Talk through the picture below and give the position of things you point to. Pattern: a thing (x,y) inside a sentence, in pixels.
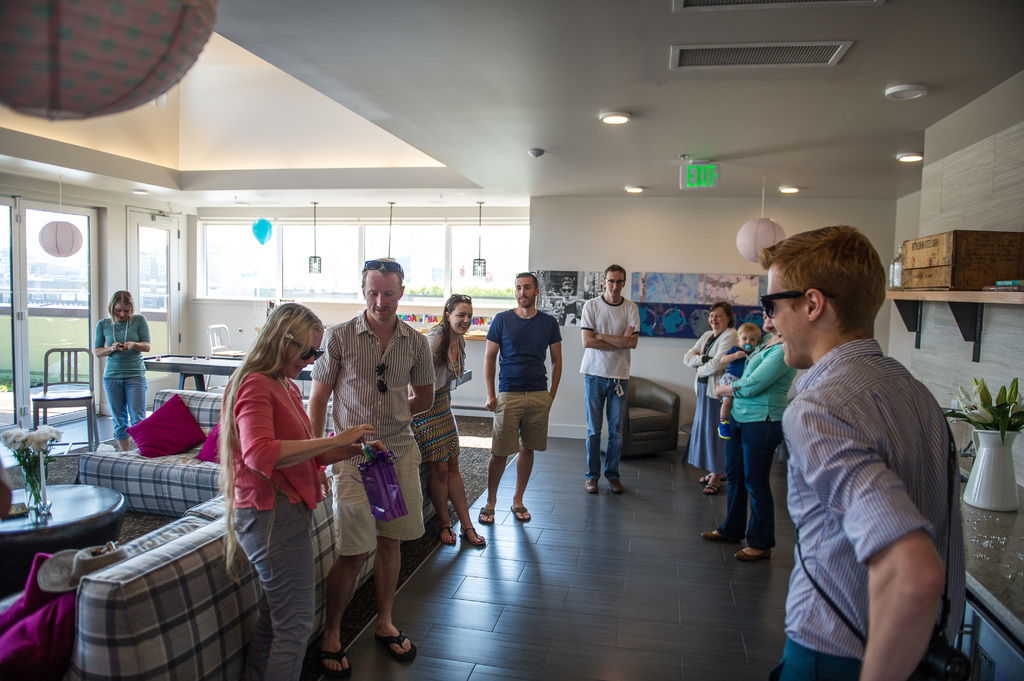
In this image, we can see few people (835,435). Here a person (751,411) is carrying a baby (724,425). On the left side of the image (284,534), we can see a woman (271,555) is holding some objects (370,483). Here we can see chairs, couches (211,428), tables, flower vases (972,398), cushions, floor (619,574) and floor mat (476,472). Background (560,221) we can see walls (575,220), posters (667,309), doors (34,336), glass windows (442,261), decorative objects (976,239) and few things (923,266). Top of the image (512,138), we can see the ceiling (555,77) and lights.
